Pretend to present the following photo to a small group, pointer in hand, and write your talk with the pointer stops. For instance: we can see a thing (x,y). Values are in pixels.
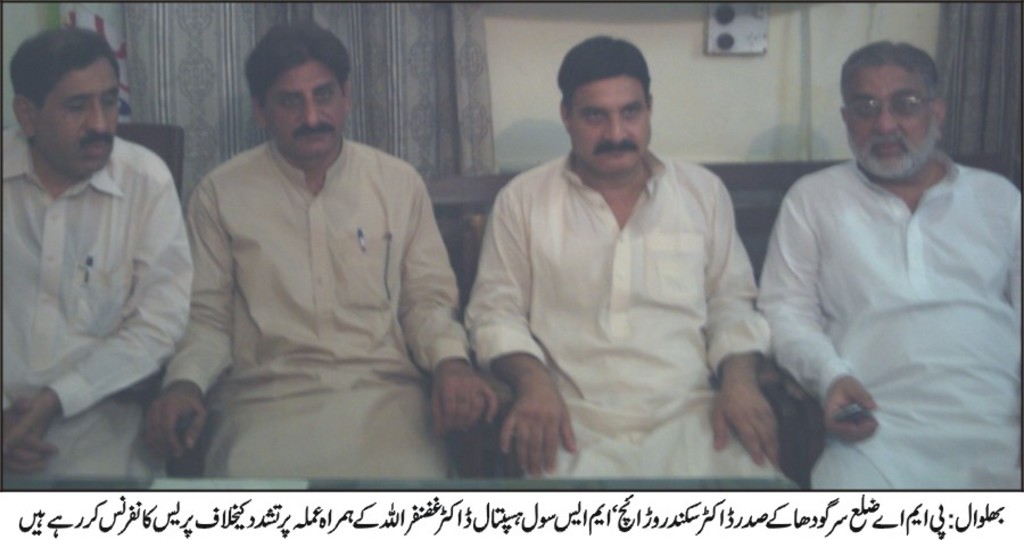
In this image I can see four men (166,217) are sitting and I can see all of them are wearing kurta (302,252). I can also see curtains (395,10) and a switch board (744,13) in the background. On the bottom side of this image (1002,519) I can see something is written.
